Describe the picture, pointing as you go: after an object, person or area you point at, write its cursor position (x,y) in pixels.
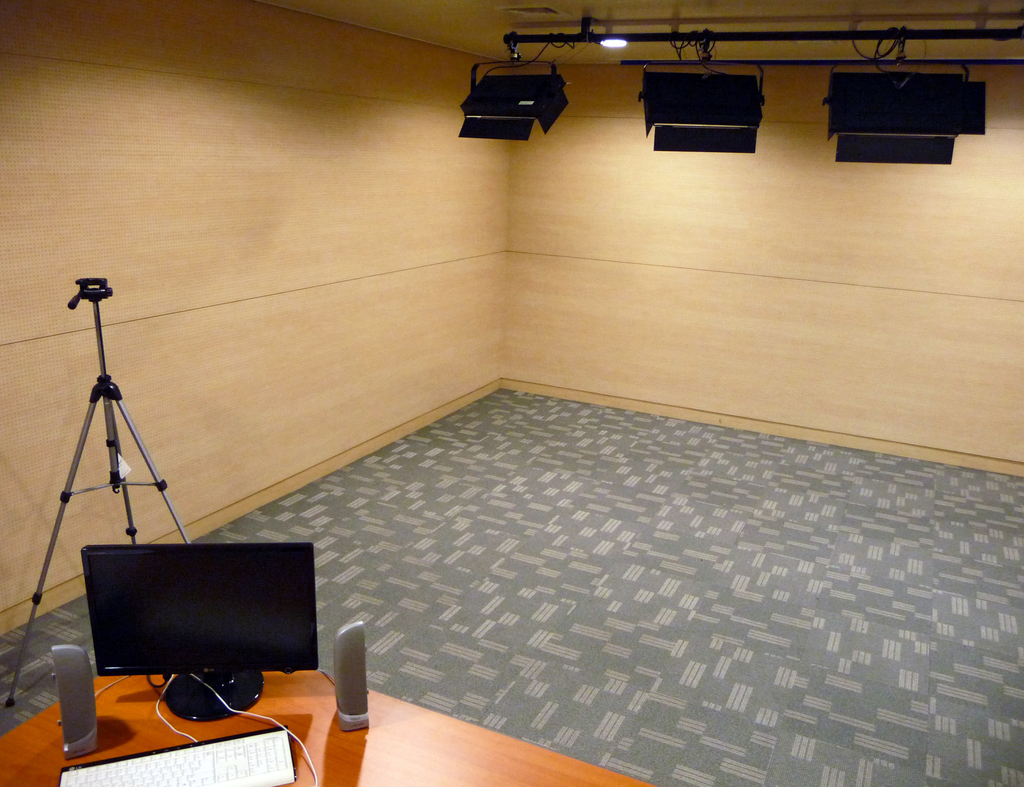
In this image, there is a floor (773,743), there are some yellow color walls (739,241), at the top (886,115) there are some black color lights (658,123), at the left side (313,693) there is a brown color table (309,741), on that table (290,693) there is a black color monitor (246,674) and there is a white color keyboards (263,786), there is a camera stand (77,467) kept on the floor (18,689) at left side (83,439).
